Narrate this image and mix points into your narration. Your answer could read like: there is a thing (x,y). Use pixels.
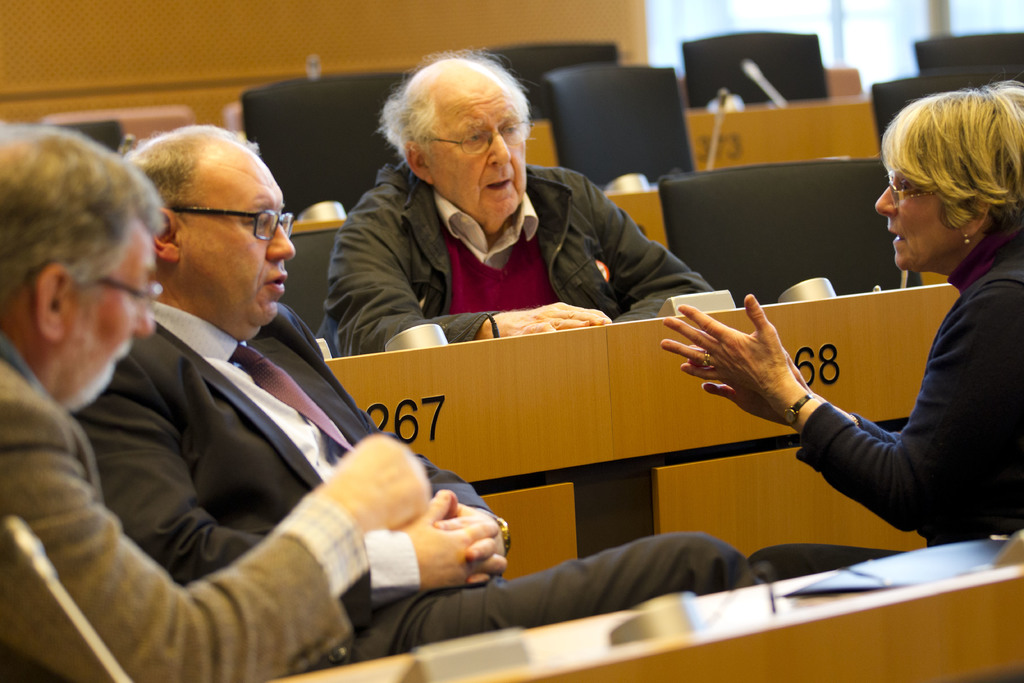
In the picture I can see people (346,322) are sitting on chairs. Here I can see wooden objects (558,381) on which I can see some numbers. In the background (299,142) I can see black color chairs (681,232) and other objects (713,157).
